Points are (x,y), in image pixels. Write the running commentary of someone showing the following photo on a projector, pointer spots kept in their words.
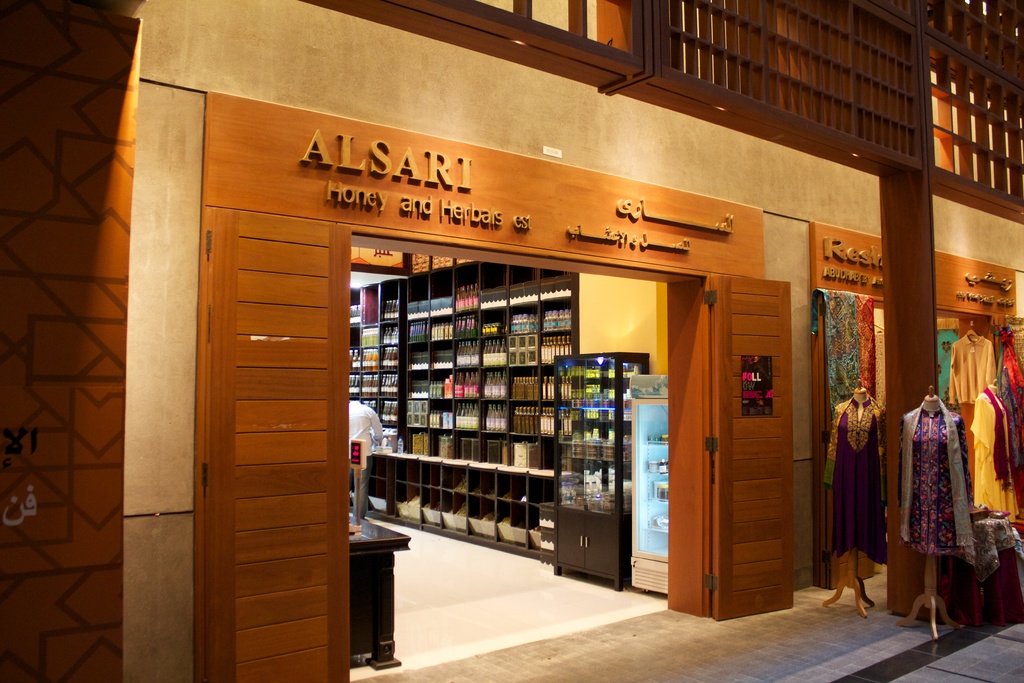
In this picture I can see few stores (720,333) in the building (520,119) and I can see few clothes (902,444) on the mannequins (913,452) and few clothes (941,364) to the hangers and I can see few bottles (470,382) in the shelves (404,404) and couple of a refrigerators (655,415) and I can see text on the wall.
